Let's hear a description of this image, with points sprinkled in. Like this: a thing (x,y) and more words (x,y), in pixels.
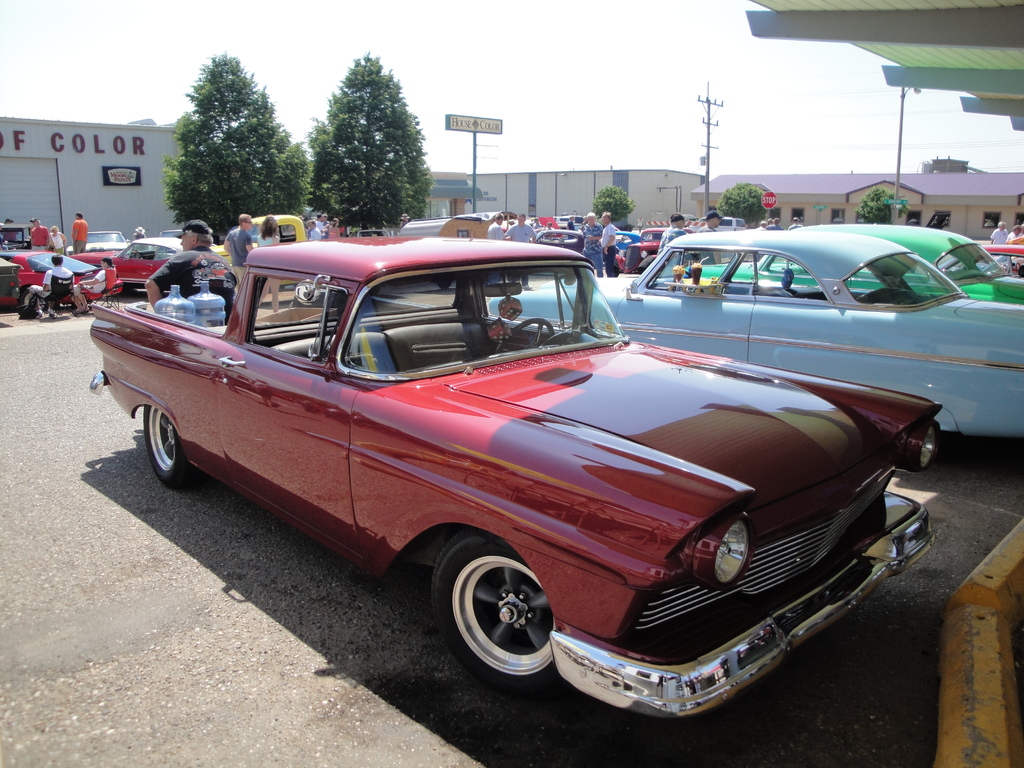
In the picture I can see vehicles (436,361) on the road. In the background (453,201) I can see people (274,244), buildings (468,199), poles (896,220) which has wires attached to them, trees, the sky (494,94) and some other objects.
